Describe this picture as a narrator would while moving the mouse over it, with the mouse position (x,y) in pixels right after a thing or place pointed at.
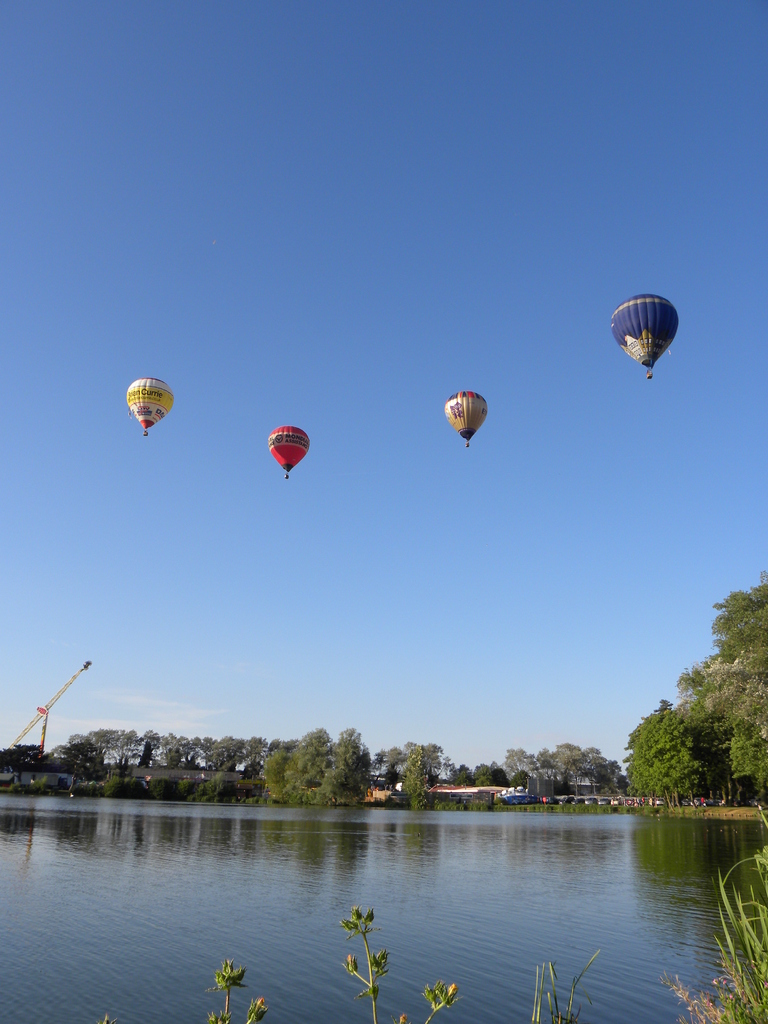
In this picture I can see few hot air balloons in the air (264,206) and I can see few trees (272,796) and water (186,854) and I can see houses (462,787) and a crane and I can see a blue sky (343,260).
